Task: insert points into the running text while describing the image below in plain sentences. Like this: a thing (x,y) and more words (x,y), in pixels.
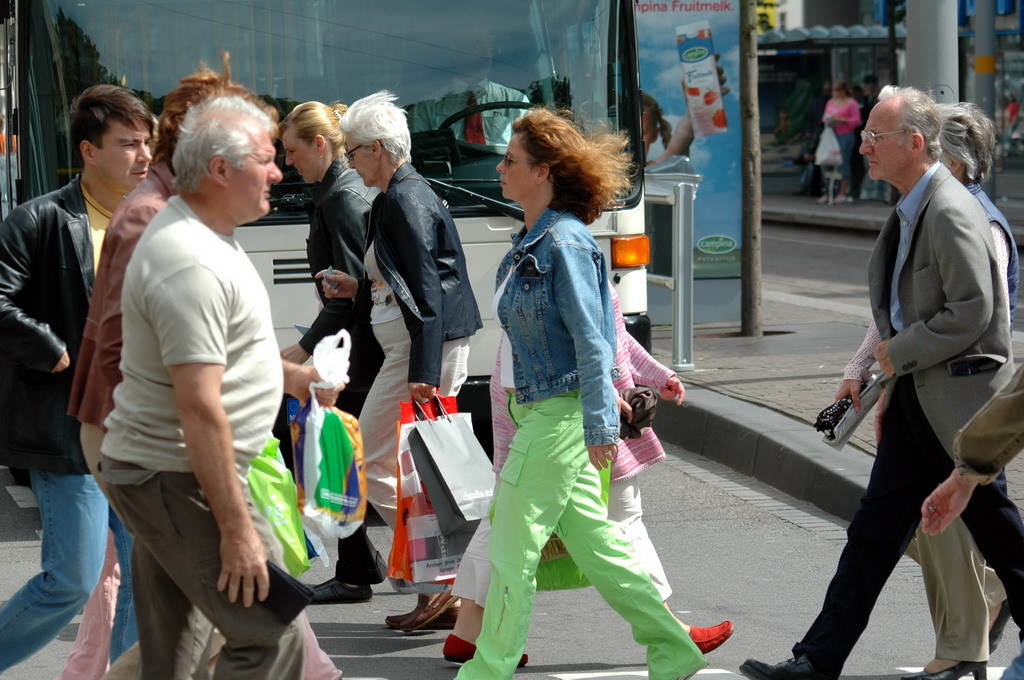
In the picture we can see some people (858,603) are walking on the road (896,602) by holding some bags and behind them, we can see a bus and besides, we can see a path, on it we can see some board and a pole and on the other side, we can see another road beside it, we can see a path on it we can see a woman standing and beside her we can see some pillar (919,40) and some shops (859,77) behind it.
